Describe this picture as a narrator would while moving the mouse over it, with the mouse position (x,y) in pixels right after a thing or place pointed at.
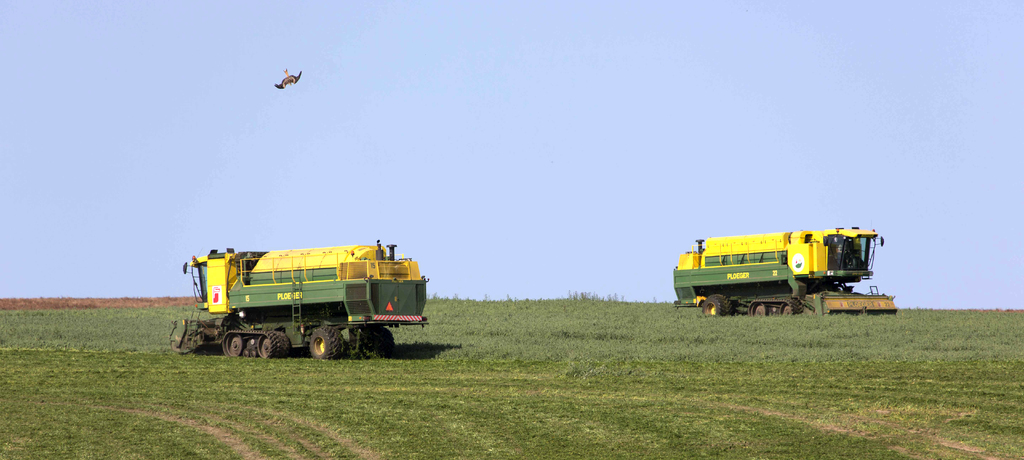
In this picture we can see the field vehicles (856,235) on the farmland (589,395). In the top left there is an eagle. At the top (733,116) there is a sky (733,95). At the bottom (664,403) we can see the grass (578,419).
